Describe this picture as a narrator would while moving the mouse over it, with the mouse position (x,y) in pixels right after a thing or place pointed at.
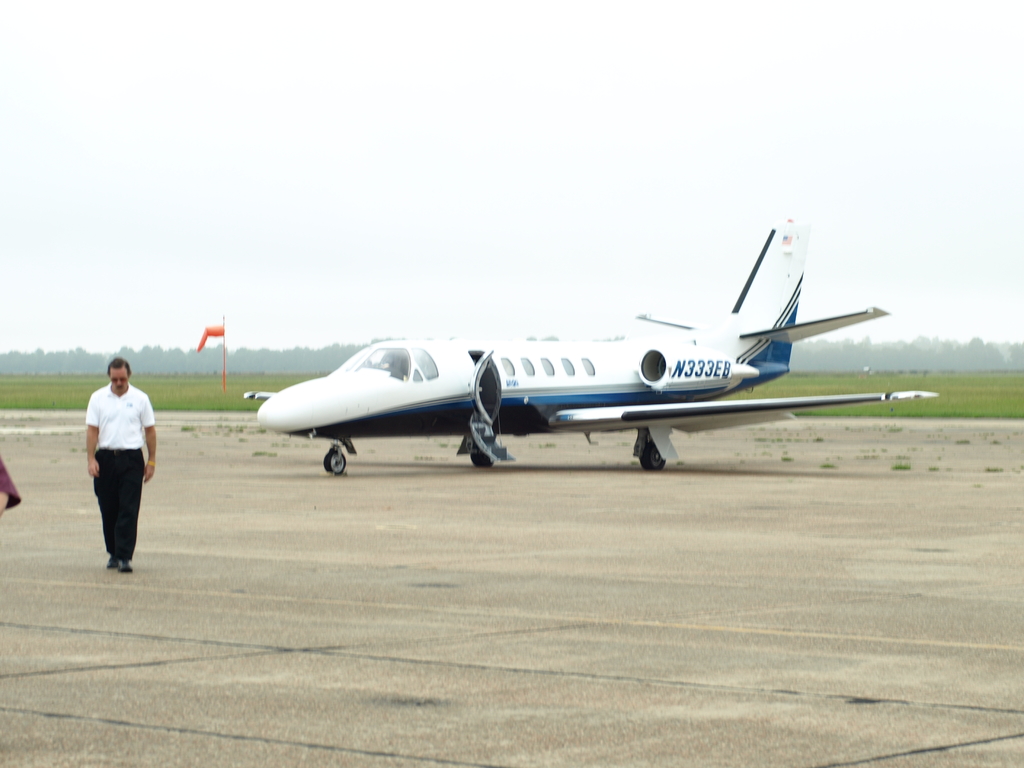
In this image I see an aeroplane (506,426) over here which is of white and blue in color and I see few alphabets (724,372) and numbers (703,372) written over here and I see the path (882,482) and I see a man (117,442) over here who is wearing white t-shirt (99,433) and black pants (123,490). In the background (25,388) I see the green grass (227,389), a pole (224,375) on which there is red color thing (217,333) and I see the clear sky (667,132).
